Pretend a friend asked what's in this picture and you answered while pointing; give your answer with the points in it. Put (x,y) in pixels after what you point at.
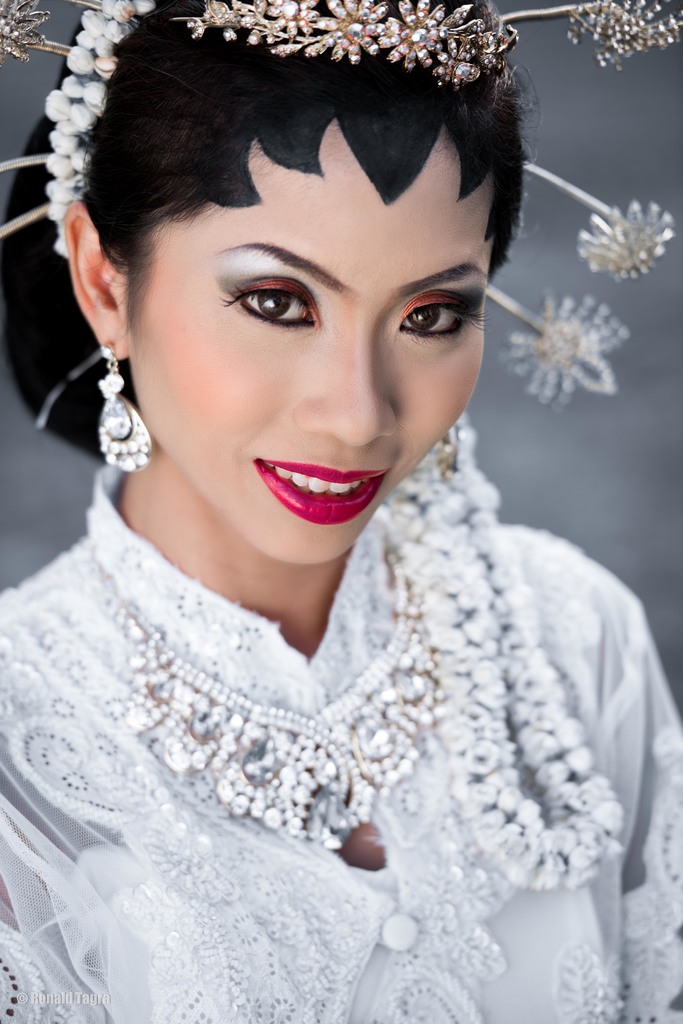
In the picture I can see woman's face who is wearing white color dress (378,626).
